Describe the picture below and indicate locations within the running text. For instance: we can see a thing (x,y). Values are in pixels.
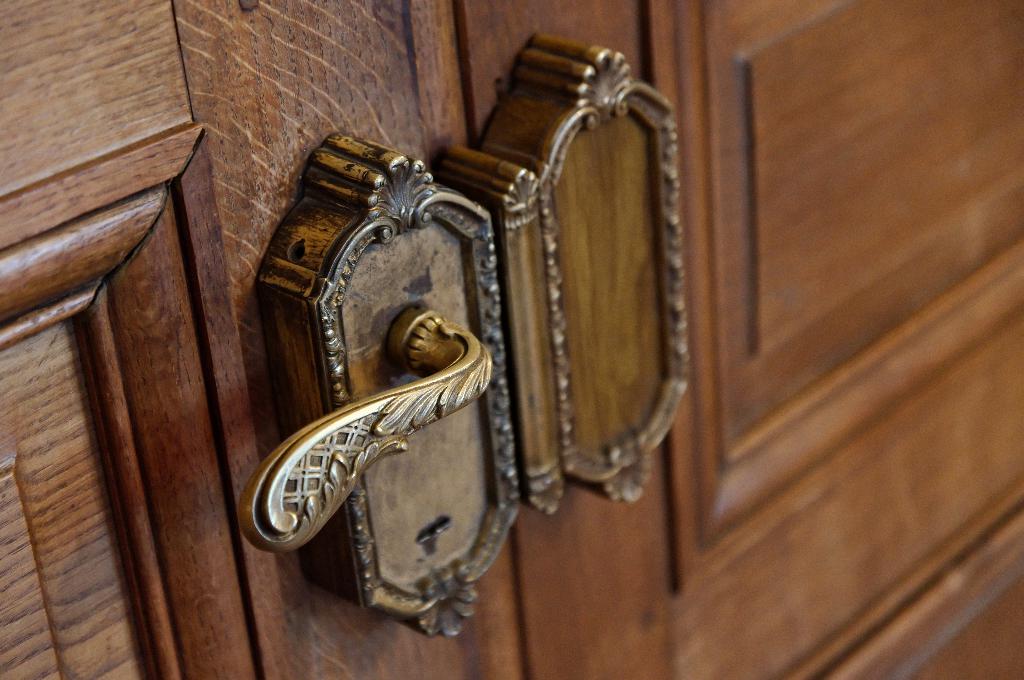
In this picture we can see a door (624,47), on the left side (331,496) there is a door handle (423,399).
